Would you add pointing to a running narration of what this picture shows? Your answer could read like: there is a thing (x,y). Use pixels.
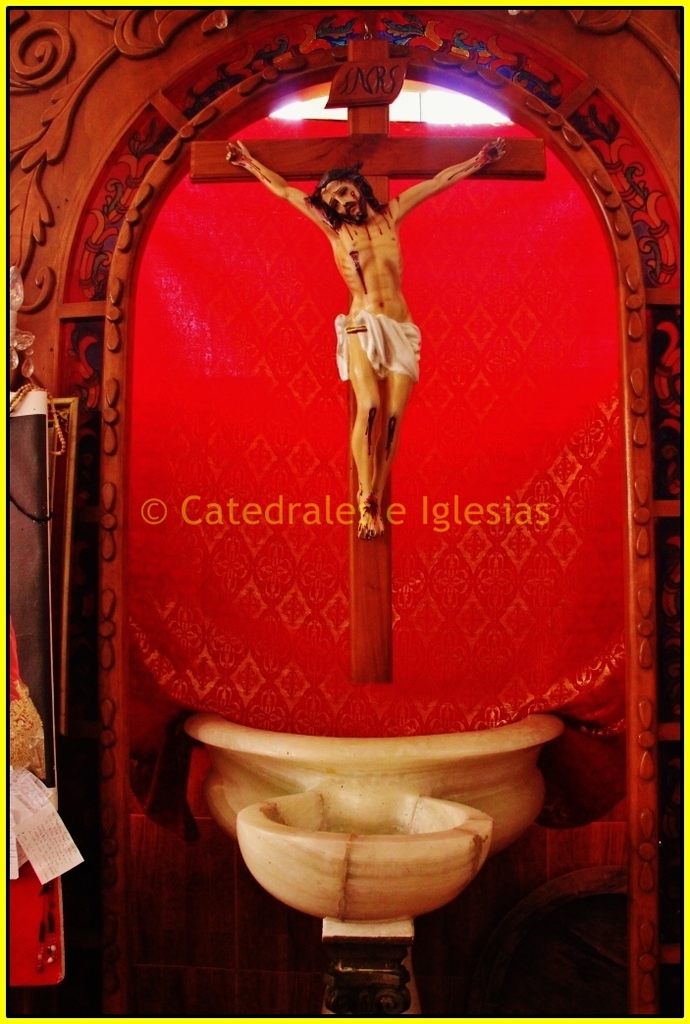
In this image we can see a statue (356,218) on the cross sign (384,111). There is a wooden carving (224,77). There is red color cloth (427,390). There is some text (196,525) at the center of the image (390,523).
